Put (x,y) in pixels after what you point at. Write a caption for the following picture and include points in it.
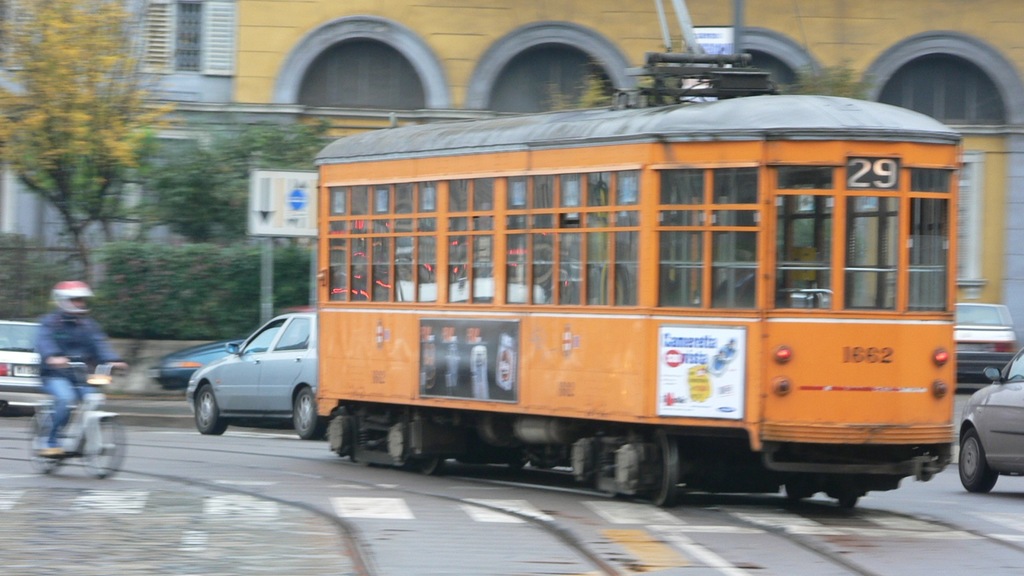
In the image we can see there are many vehicles (494,354) on the road (18,416). We can even see a person (63,393) wearing clothes (72,377), helmet (63,306) and the person (59,362) is riding on the two wheeler (70,440). Here we can see trees (150,210), plants (149,250) and the building (375,13).
